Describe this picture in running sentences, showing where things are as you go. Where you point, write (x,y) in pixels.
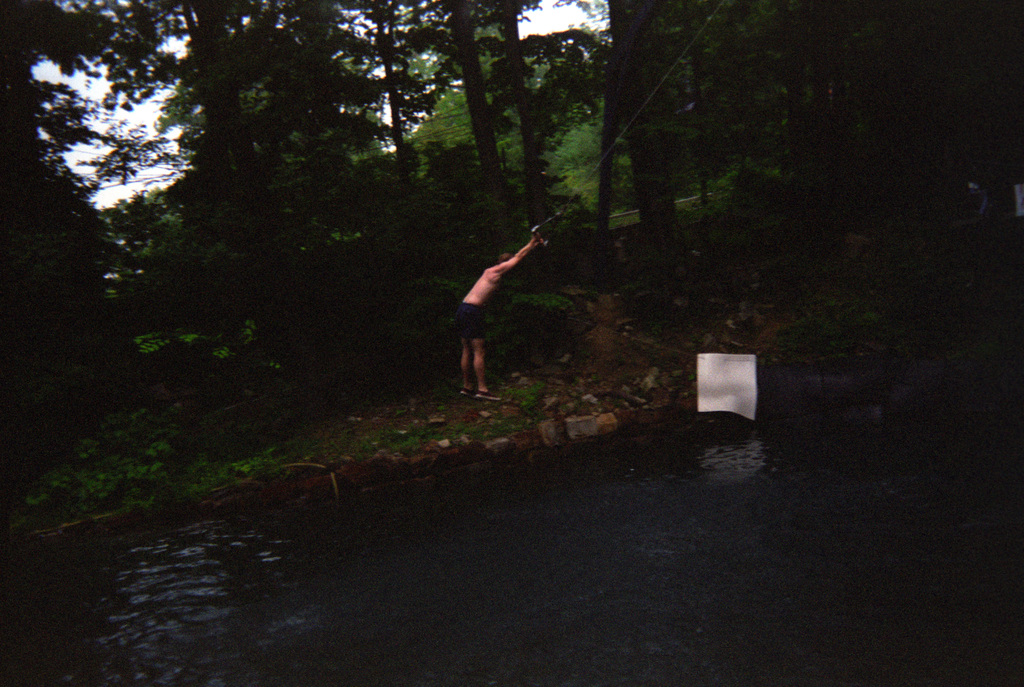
In this image we can see there is a person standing at the bank of lake (543,360) and pulling rope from the top, behind him there are so many trees (557,148).
